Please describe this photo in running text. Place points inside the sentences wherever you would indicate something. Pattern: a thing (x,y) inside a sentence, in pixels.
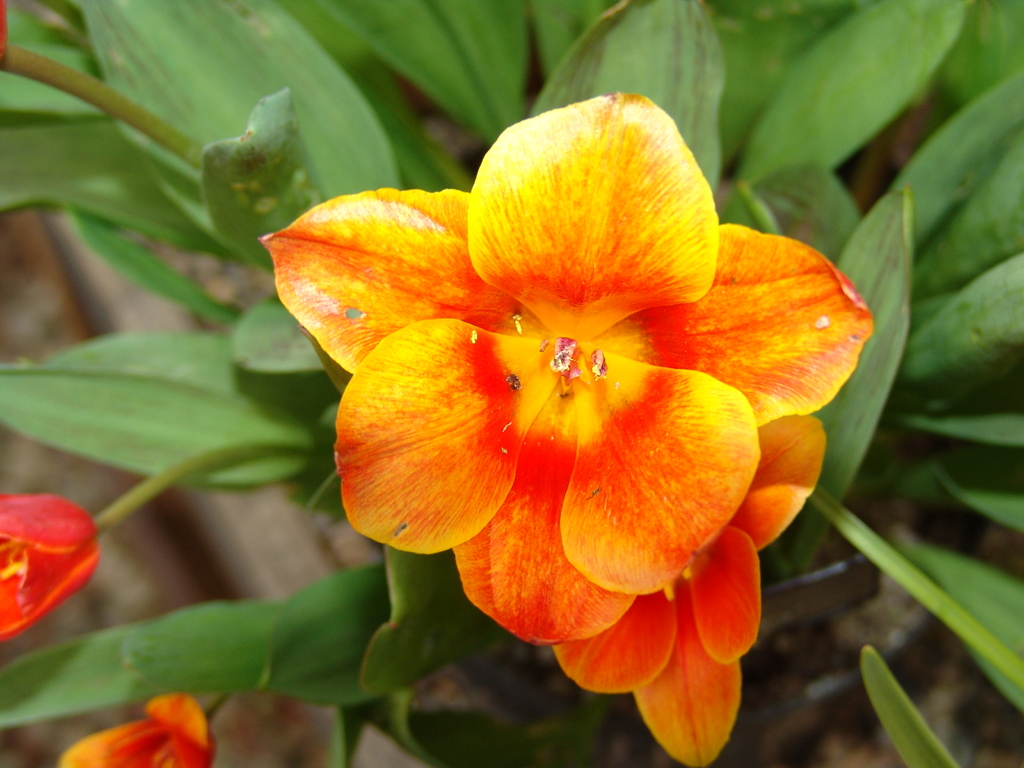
Here we can see a plant (498,491) with flowers (592,656).
